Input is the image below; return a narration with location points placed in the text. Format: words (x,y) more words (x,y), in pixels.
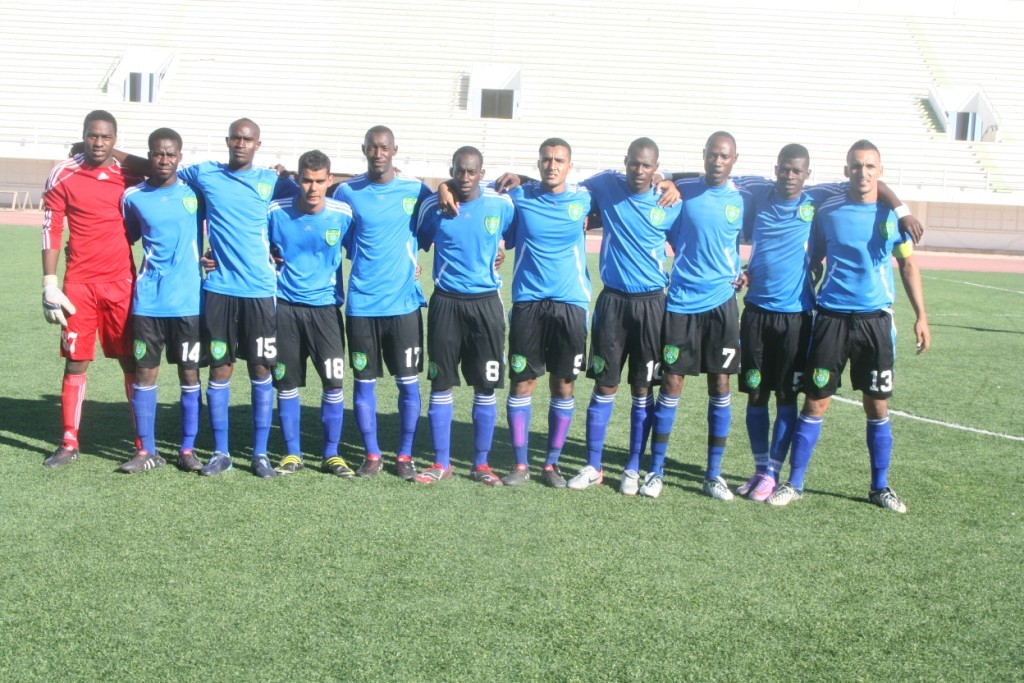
In the center of the image (440,428) we can see some people (396,226) are standing and wearing the sports dresses (529,370), socks (791,419), shoes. In the background of the image (1,432) we can see the ground (360,529). At the top of the image (310,110) we can see the stairs (941,53).
